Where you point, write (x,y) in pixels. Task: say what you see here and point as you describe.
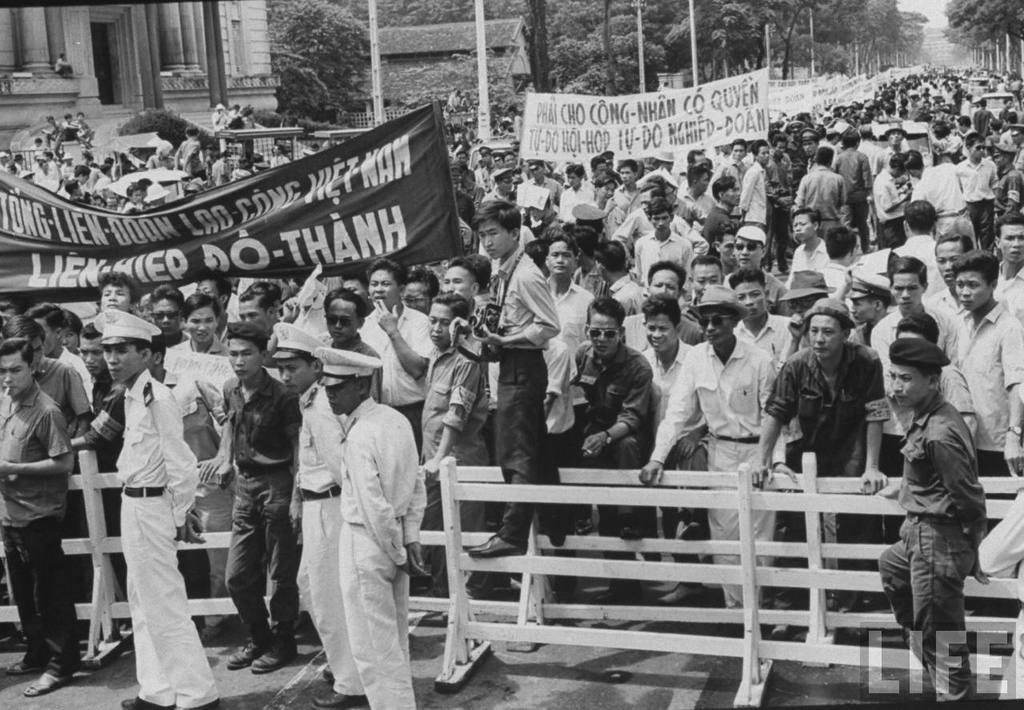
This is a black and white picture. In this picture, we see many people (528,408) are standing. The man (528,401) in the middle of the picture (495,344) is holding a camera (484,332) in his hand (491,345). In front of the picture, we see a railing (857,584) and beside that, we see three men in the uniform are standing. Here, we see people (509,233) are holding white and black banners (388,201) with some text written on it. There are trees (591,23), poles (377,51) and buildings (406,38) in the background (550,16). I think they are protesting against something.
